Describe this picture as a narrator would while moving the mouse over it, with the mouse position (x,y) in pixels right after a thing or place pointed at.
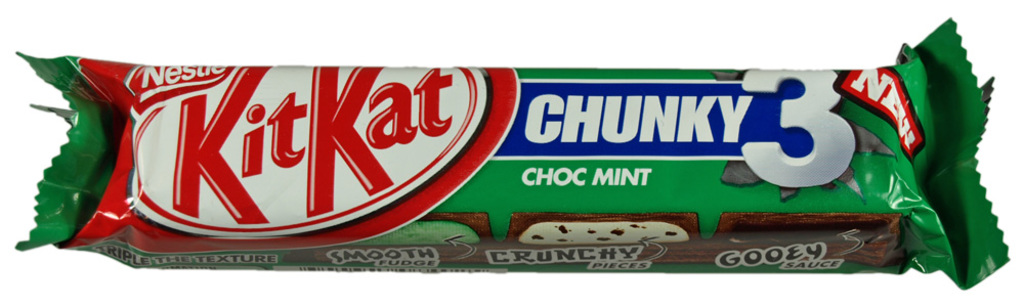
In the center of the image (419,156) we can see a chocolate (687,172).
